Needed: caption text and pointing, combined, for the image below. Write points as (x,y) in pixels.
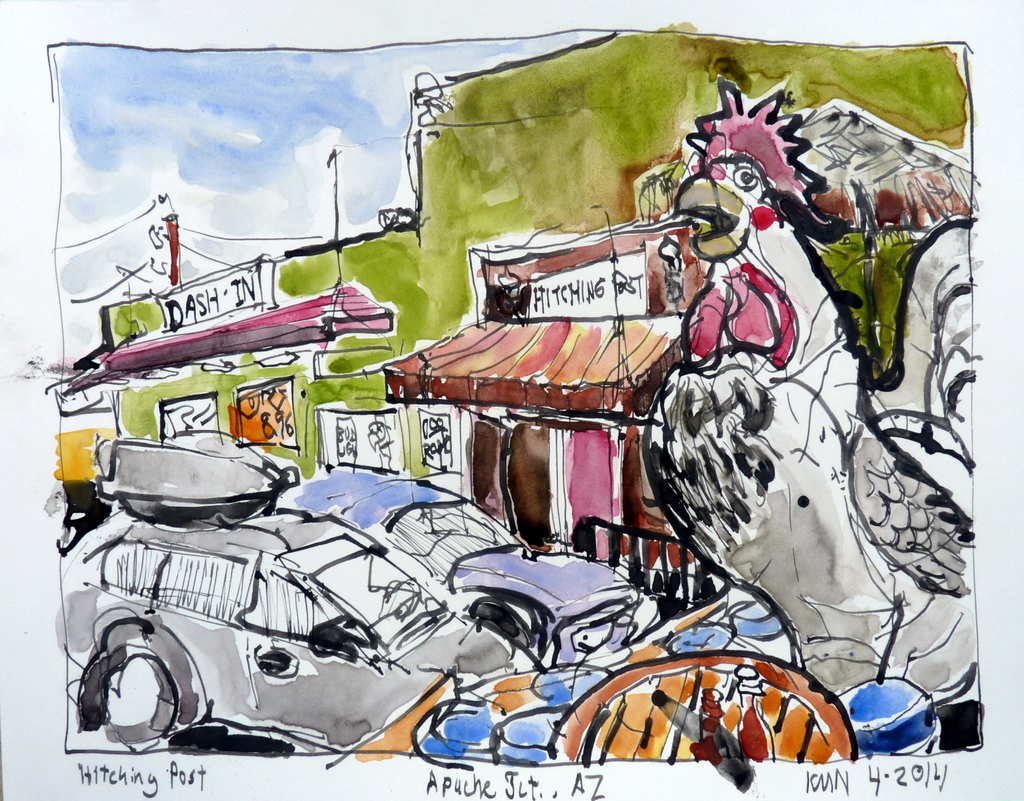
There is a poster (287,292) having paintings (624,76) of the vehicles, buildings (655,257), a bird (891,575), and sky (67,195) and there are texts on this poster (44,672). And the background of this poster (841,40) is white in color.
